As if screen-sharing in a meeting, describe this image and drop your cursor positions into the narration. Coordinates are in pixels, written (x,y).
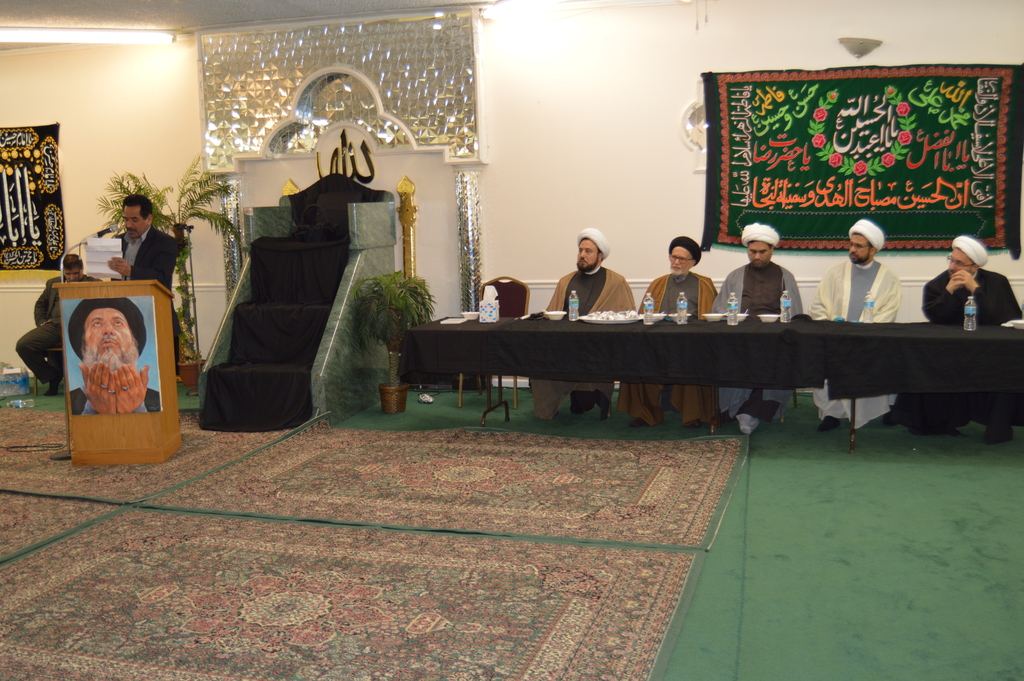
In this image I can see a conference table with chairs (509,302) and some people (975,245) sitting in chairs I can see a carpet (943,78) hanging on the wall (699,196) behind them. I can see carpets (446,559) on the floor (565,539) at the bottom of the image (417,552). I can see a person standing and talking in a mike (87,241) holding a paper (110,251). I can see a photograph (128,304) sticked to the wooden desk (104,290). I can see another person (43,331) on the left hand side (54,345) and a carpet (56,221) hanging behind him. I can see some potted plants (201,209) and steps (263,366) with a carved background wall (395,115).
